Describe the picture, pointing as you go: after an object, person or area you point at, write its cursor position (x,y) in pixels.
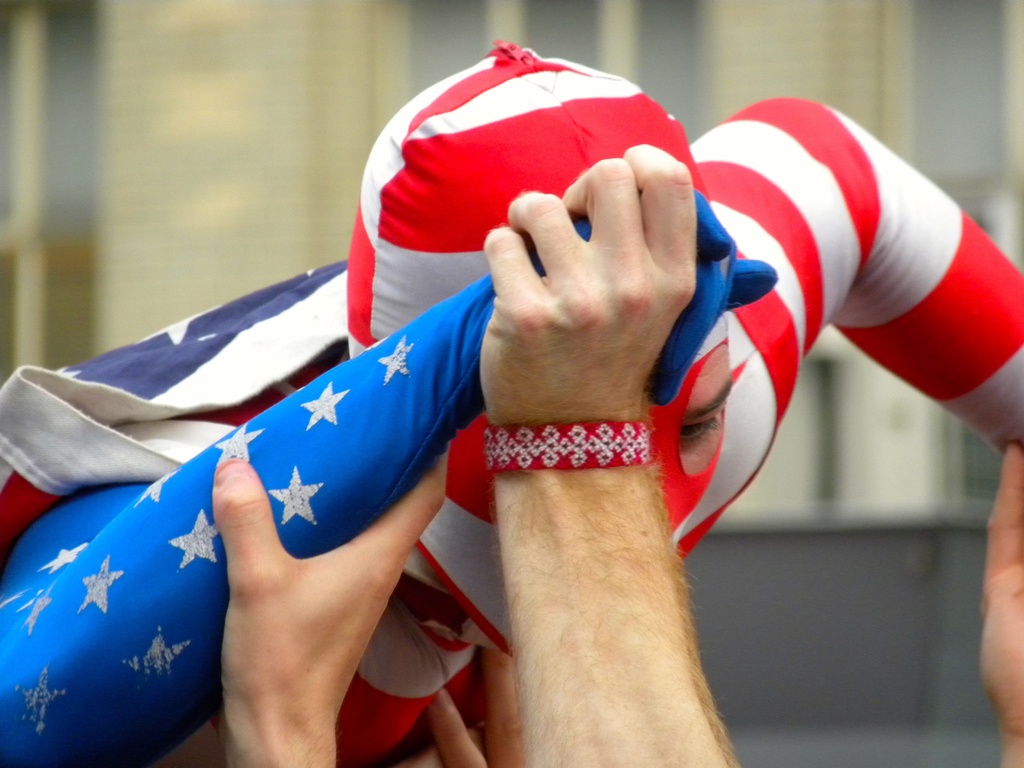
In this image I can see a person (754,370) is in red and blue color dress (445,524), this person (356,489) is holding by the human hands (1011,601).
